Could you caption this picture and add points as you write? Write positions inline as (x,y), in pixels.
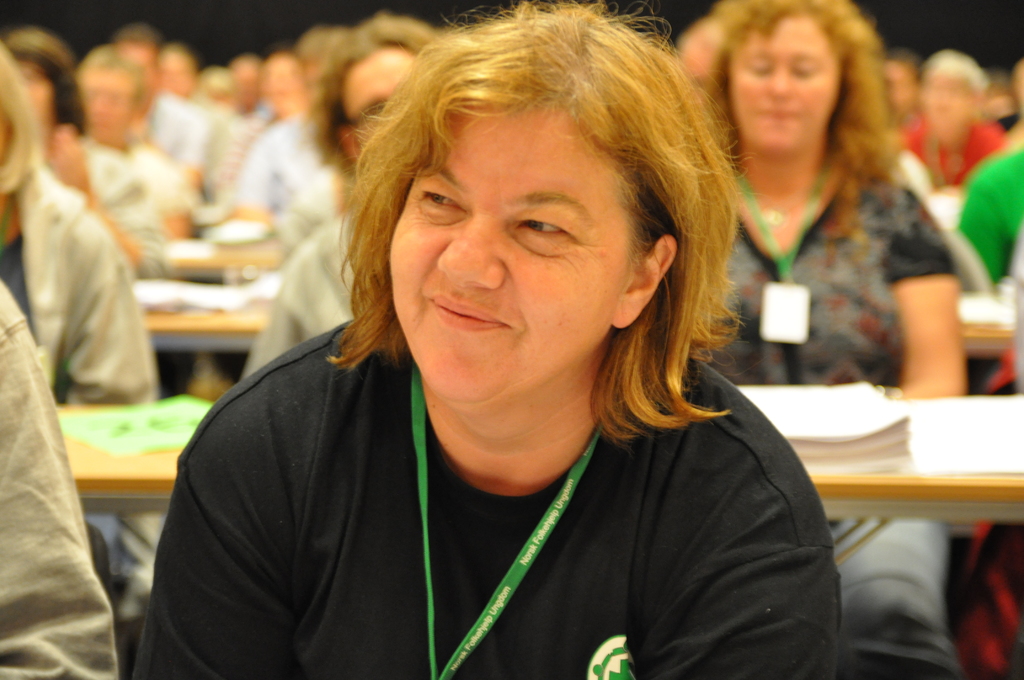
In this image, we can see a group of people (682,535) are sitting. In-front of them we can see few benches (155,321), some items (1022,400) are placed on it. In the middle of the image (528,398), we can see a person (463,404) is smiling and wearing a tag (519,577).
